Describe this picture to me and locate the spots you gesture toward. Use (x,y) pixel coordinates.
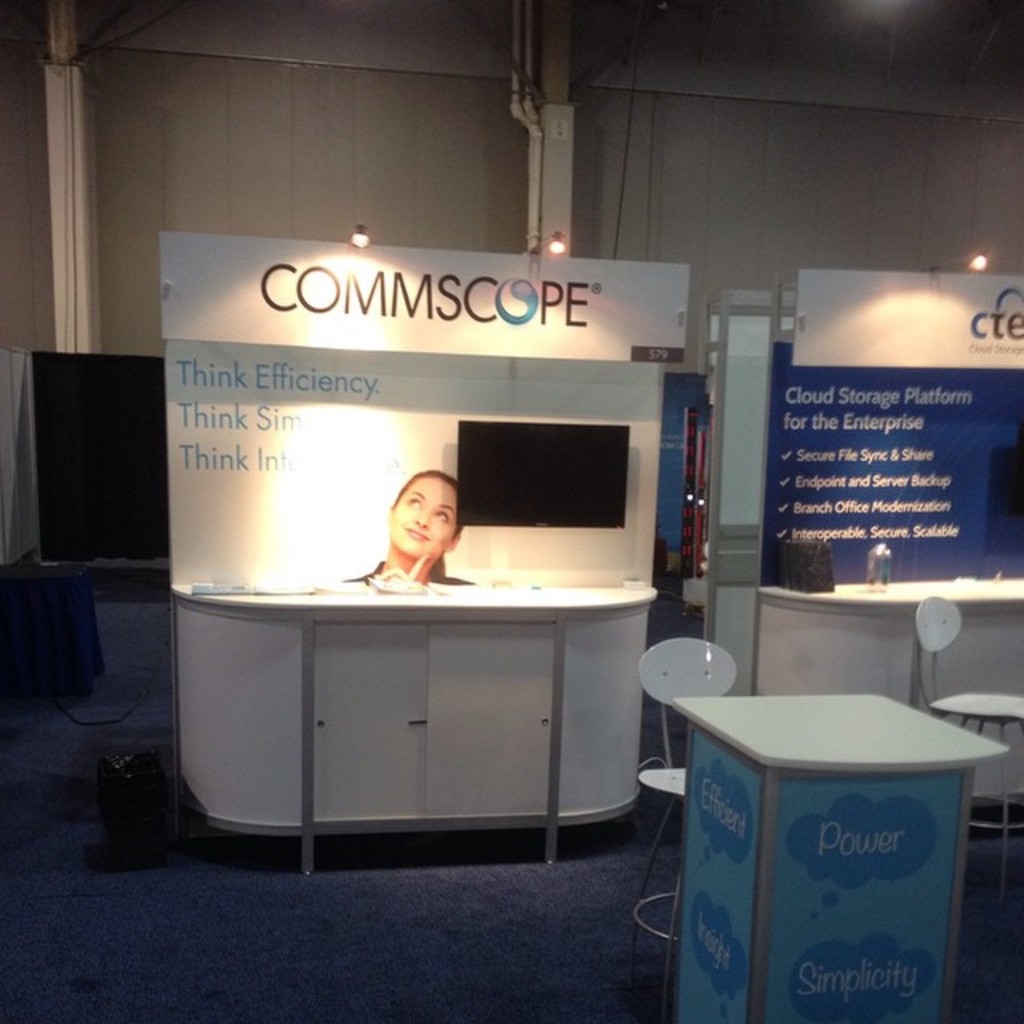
This picture is clicked inside the room (676,870) and we can see there are some objects (410,591) placed on the top of the tables (959,662) and we can see the chairs (640,920) and the text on the banners (483,320) and we can see the picture (431,526) of a person (414,513) and we can see a device (534,471). In the background (183,106) we can see the wall (180,141), lights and there are some objects (152,778) placed on the ground (49,763).
